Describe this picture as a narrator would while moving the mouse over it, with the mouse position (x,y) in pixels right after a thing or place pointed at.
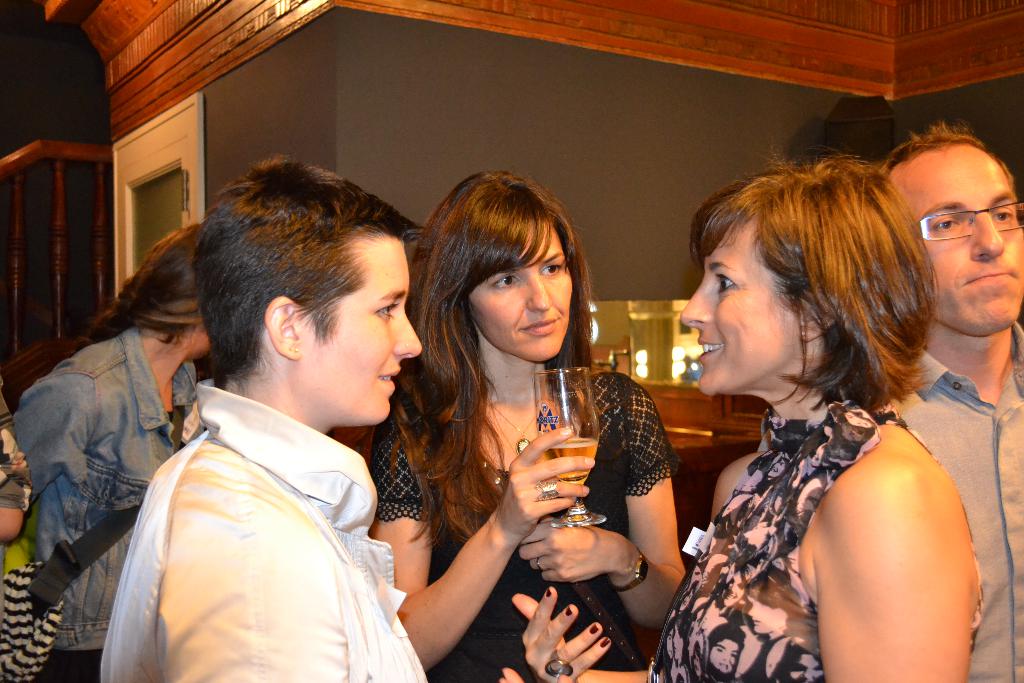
There are some persons (312,275) standing and talking to each other in this picture. The lady (752,508) she is expressing something with her hands (580,666) and smiling seeing the above person (385,354), and the lady (461,276) in between these two persons (404,277) is standing with a wine glass (572,455) in her hand (565,486) in the back ground (126,397) there are some persons (112,384) standing and doing some work in the back ground of the picture (456,100) there is a gray colored wall (448,104) and a door (172,157) and there is ceiling (192,22) which can be seen in the picture which is designed with wood (624,27) and there is a steps railing (25,163) in the left middle of the picture (101,286) and a lady (108,372) holding a back pack (78,545) in the left corner of the picture (52,585).
